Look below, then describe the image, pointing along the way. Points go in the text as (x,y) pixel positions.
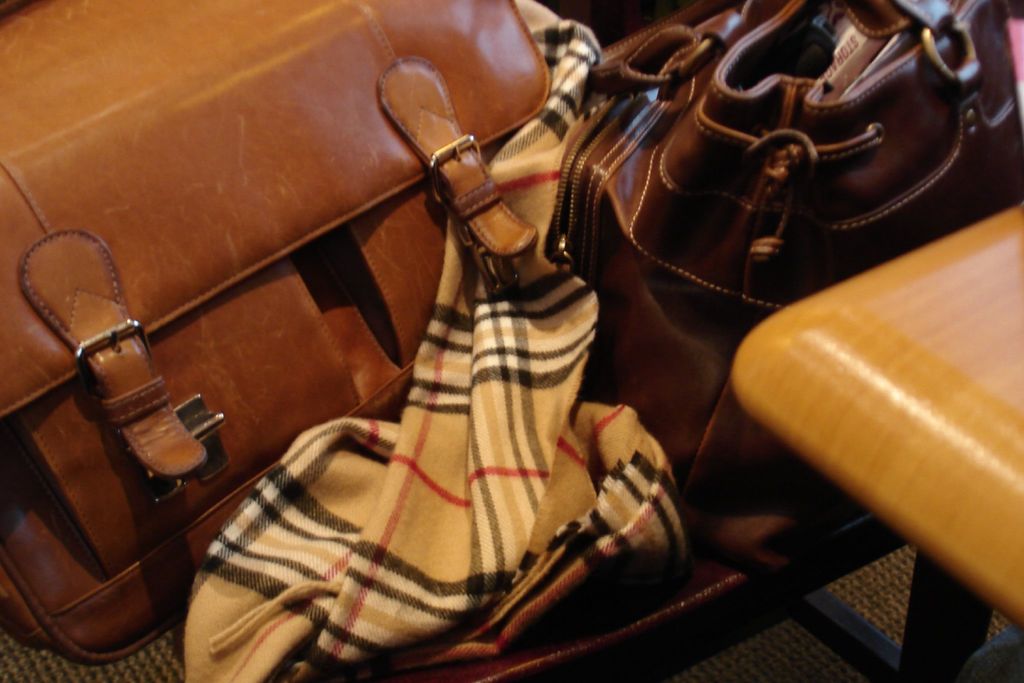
In this picture we can see bags (723,74) and cloth (411,506).
